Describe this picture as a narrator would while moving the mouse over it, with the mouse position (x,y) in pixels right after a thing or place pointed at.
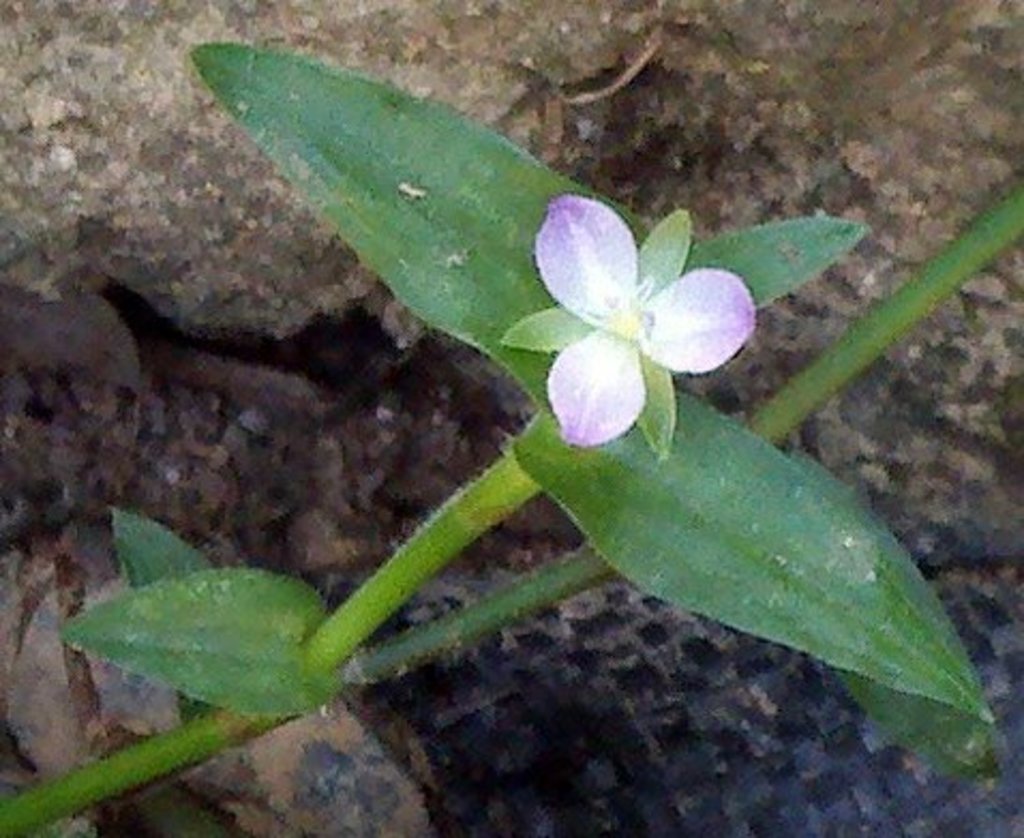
In this image, I can see a small plant (363,593) with a flower (592,348) and leaves (562,483).
